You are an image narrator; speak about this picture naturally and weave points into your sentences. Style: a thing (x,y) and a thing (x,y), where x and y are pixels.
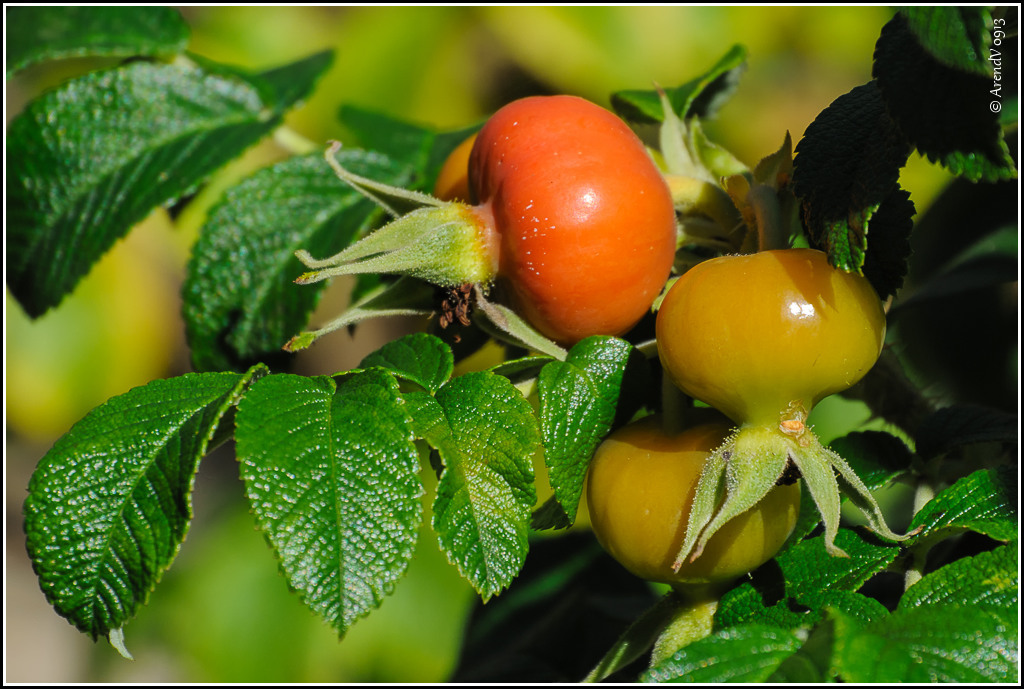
In this image we can see a plant (329,468) with rose hips (657,282). In the background (449,619) it is blur.
